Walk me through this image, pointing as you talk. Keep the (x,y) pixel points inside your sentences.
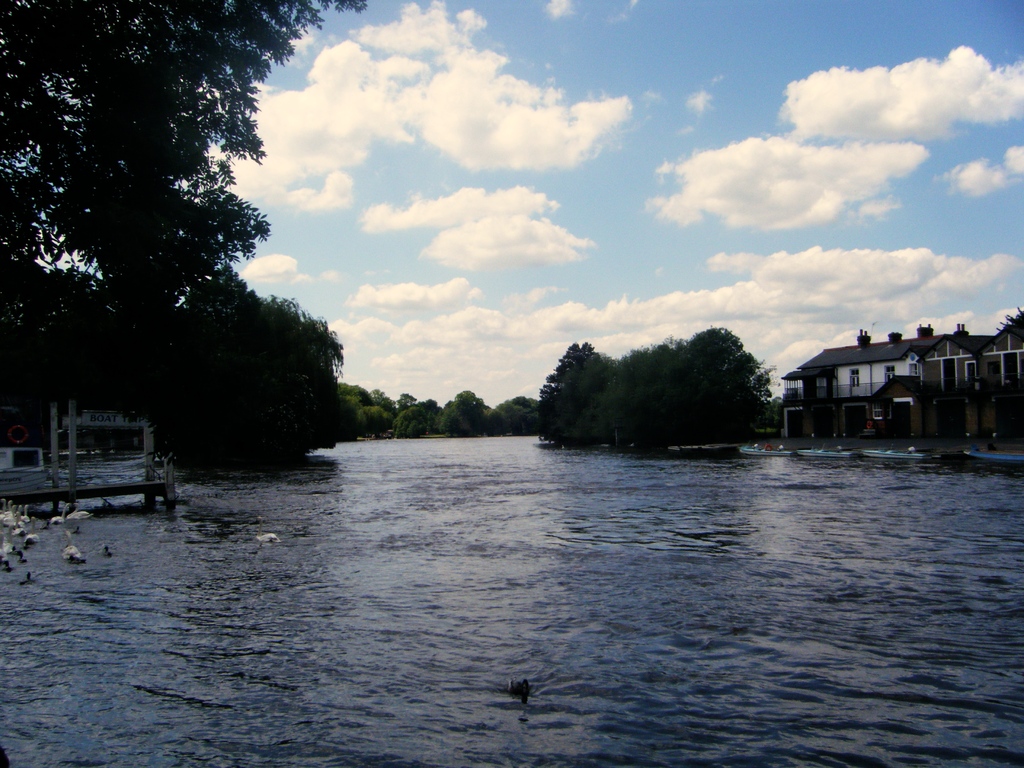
In the image there is water (339,523) with swans (5,549). In the background (228,334) there are many trees (657,382). And there is a building (868,367) with walls (899,366) and roofs (887,359). At the top of the image (425,143) there is a sky (532,138) with clouds (532,202).
